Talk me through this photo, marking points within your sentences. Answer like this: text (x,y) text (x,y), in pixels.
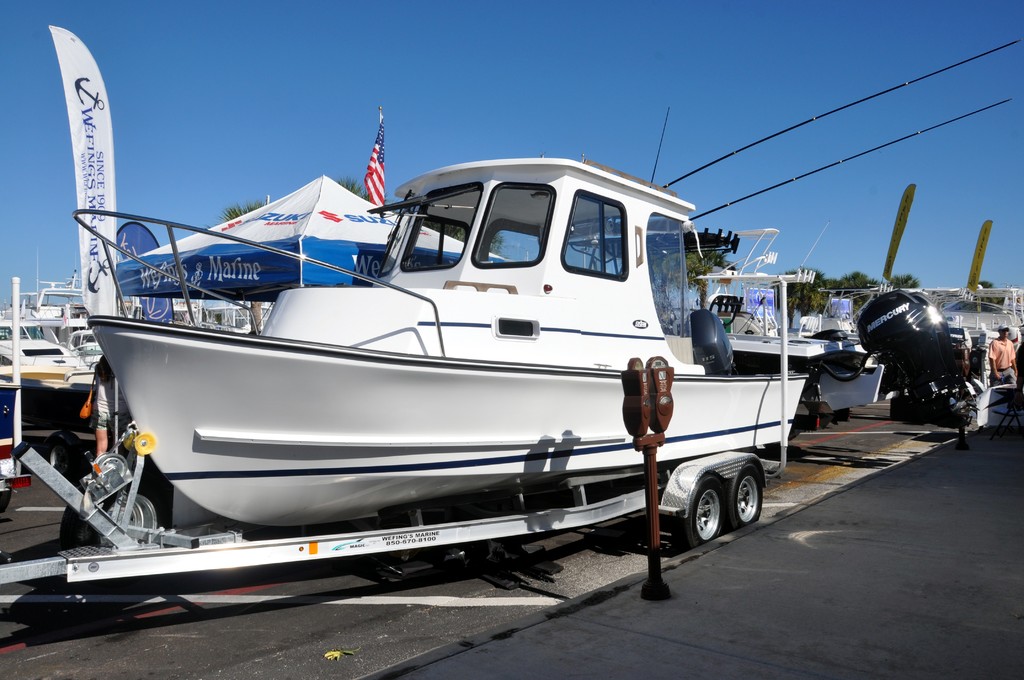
In the picture we can see some boats (329,325) and in the background of the picture (513,103) there are some trees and clear sky (371,103).
